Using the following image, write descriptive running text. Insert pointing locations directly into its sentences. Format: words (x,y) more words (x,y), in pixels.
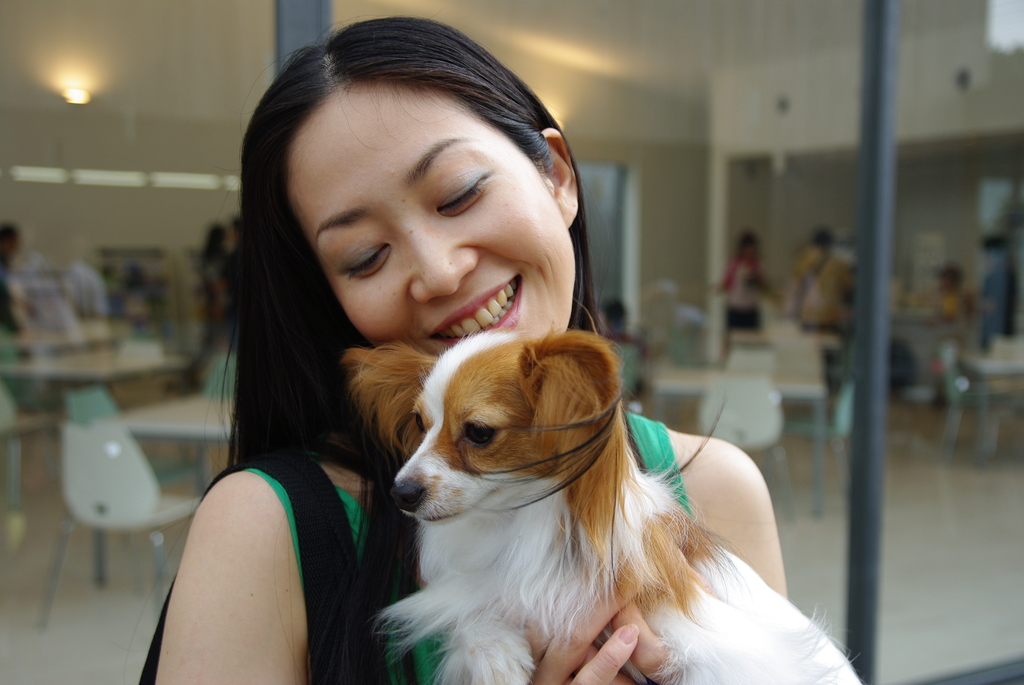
In this picture we can see a woman (333,640) who is holding a dog (520,488) with her hands (566,627). She is smiling. This is pole (859,352). On the background (234,352) we can see some chairs (6,341) and tables (203,416). Here we can see some persons (969,306). And there is a wall (176,140) and this is light (77,91).
